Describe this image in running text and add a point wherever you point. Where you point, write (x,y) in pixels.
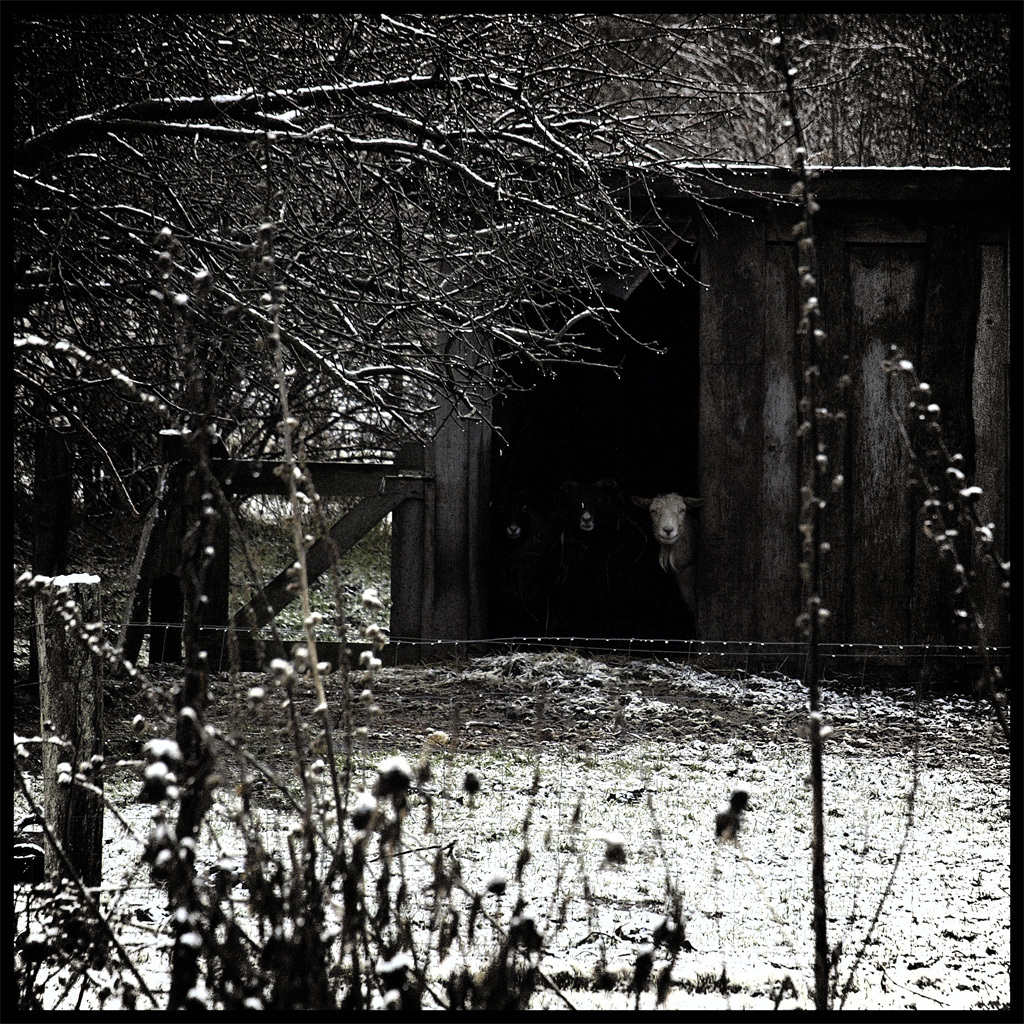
This image is black and white. We can see there are animals (608,539), plants (329,900) and trees (308,325). There is a house (744,469) for animals (603,525).
